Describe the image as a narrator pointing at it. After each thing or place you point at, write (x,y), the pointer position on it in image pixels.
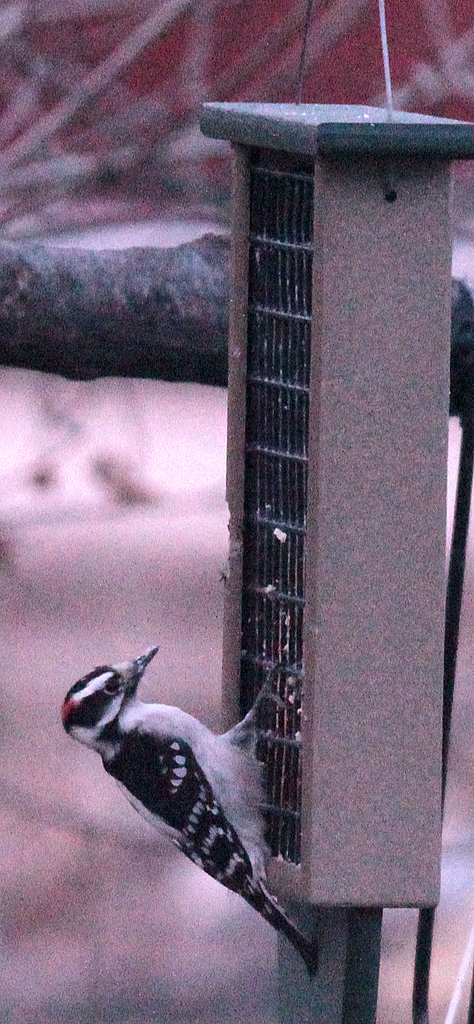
In this image I can see the bird (144,780) on the pole (365,610). The bird (157,756) is in white and black color. In the background (129,305) I can see the branch (95,287) of the tree (88,313) and it is blurry.
